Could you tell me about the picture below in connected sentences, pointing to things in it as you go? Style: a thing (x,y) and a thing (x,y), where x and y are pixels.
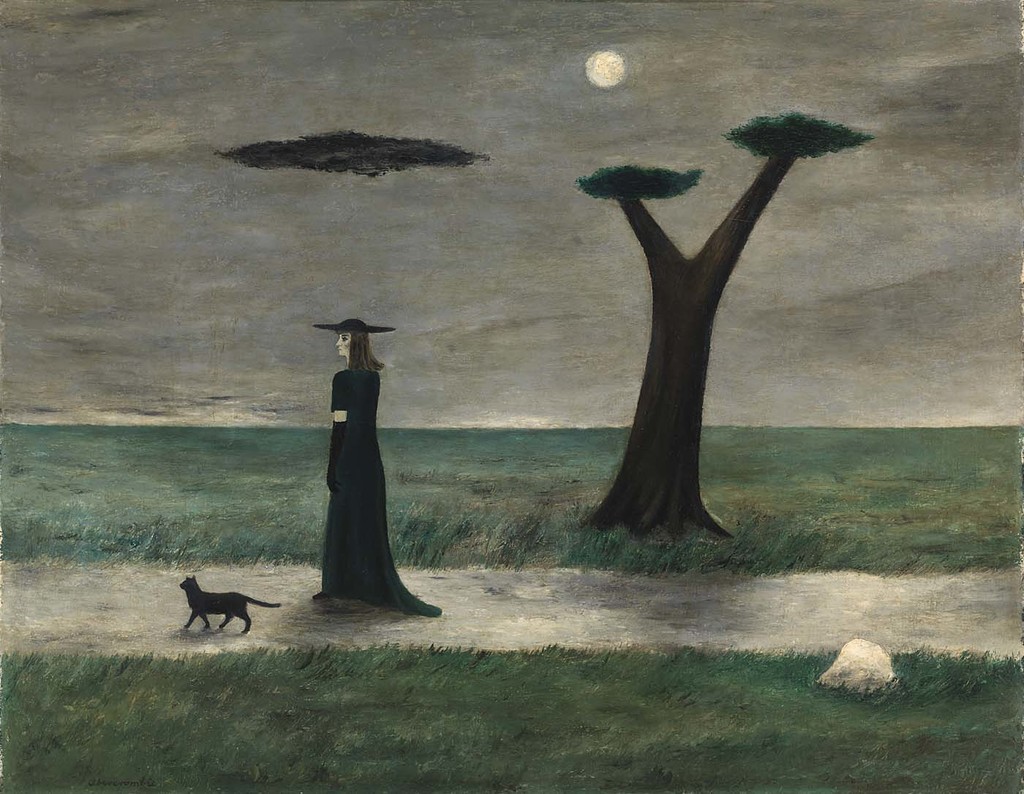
In this image there is a painting (147,64) in that there is a grassland (948,463) and a path (530,622), on that path (480,616) there is a cat (214,602) and a woman (354,398), in the background (612,360) there is a tree (690,380) and the sky (855,353).
